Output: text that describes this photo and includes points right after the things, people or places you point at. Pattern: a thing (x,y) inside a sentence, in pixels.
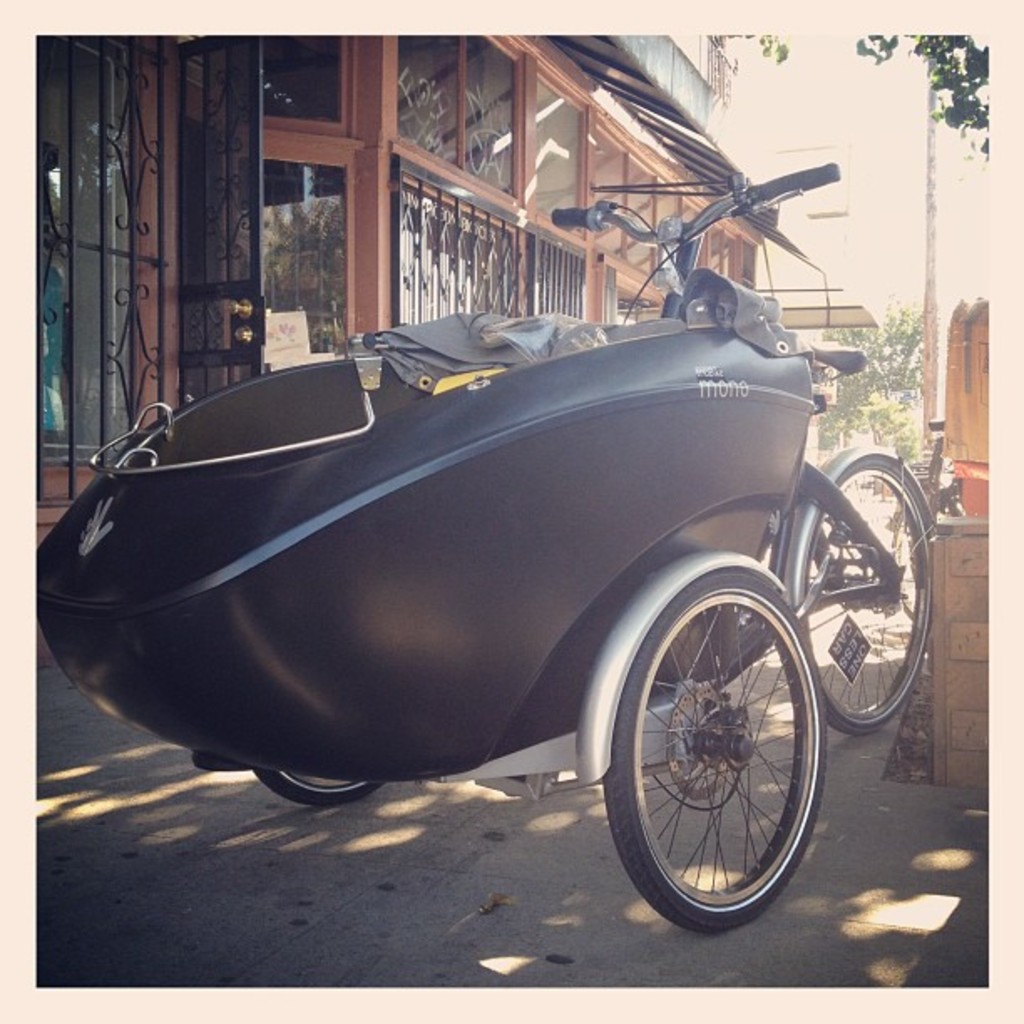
In this image, we can see a vehicle (733,578) and the ground (462,832). We can see some buildings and a pole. There are a few trees (885,339).
